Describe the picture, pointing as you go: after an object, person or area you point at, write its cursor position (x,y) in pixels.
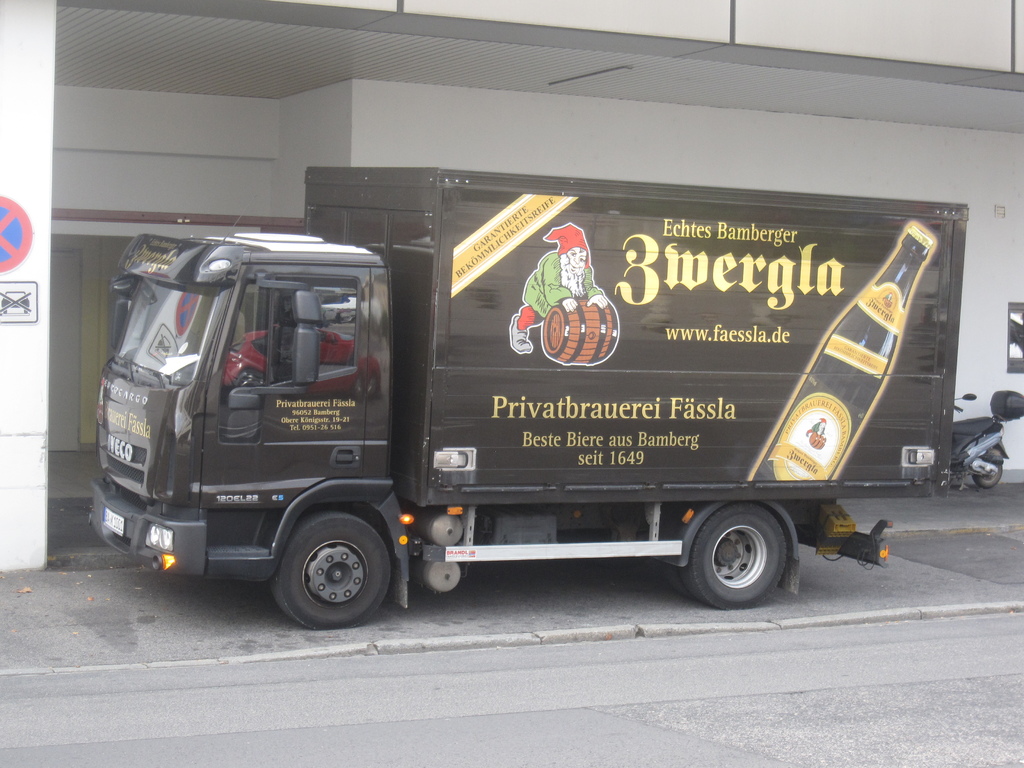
In this image we can see a truck (613,344) with some pictures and text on it and a motorbike (961,476) parked aside. We can also see a signboard (25,289) to a wall (44,303) and a roof (801,83).
